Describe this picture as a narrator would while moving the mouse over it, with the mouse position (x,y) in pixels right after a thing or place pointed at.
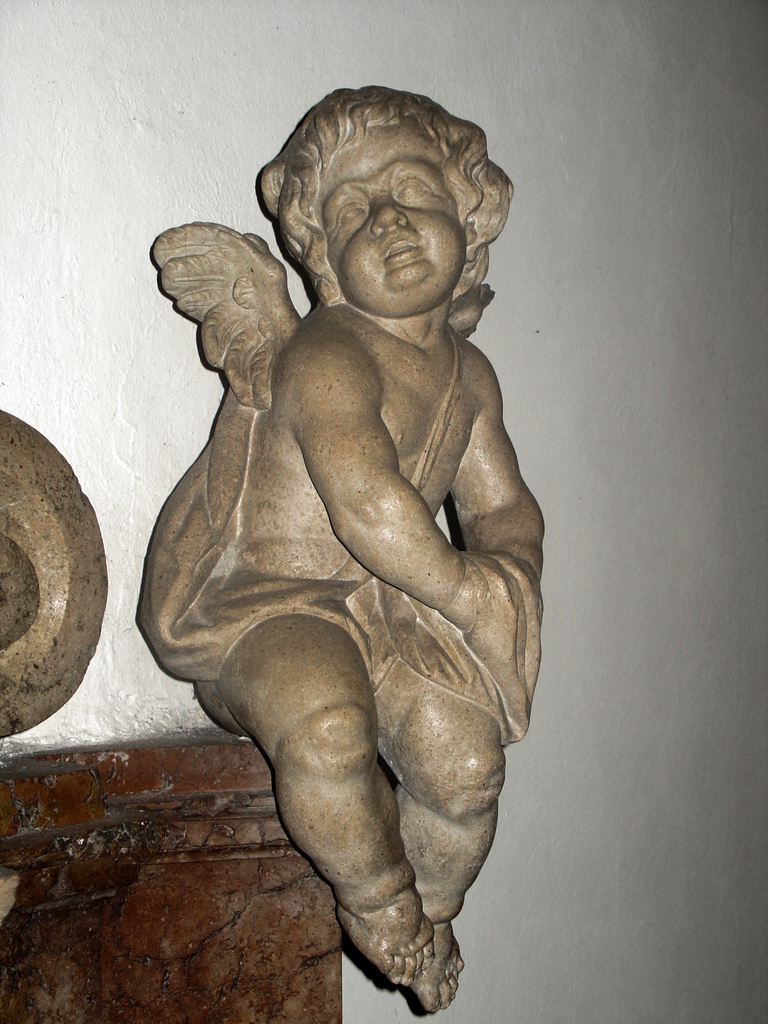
In this image there is a sculpture (176,281) and an object (38,593) on the marble ledge (175,766) and there is a wall (75,302).
